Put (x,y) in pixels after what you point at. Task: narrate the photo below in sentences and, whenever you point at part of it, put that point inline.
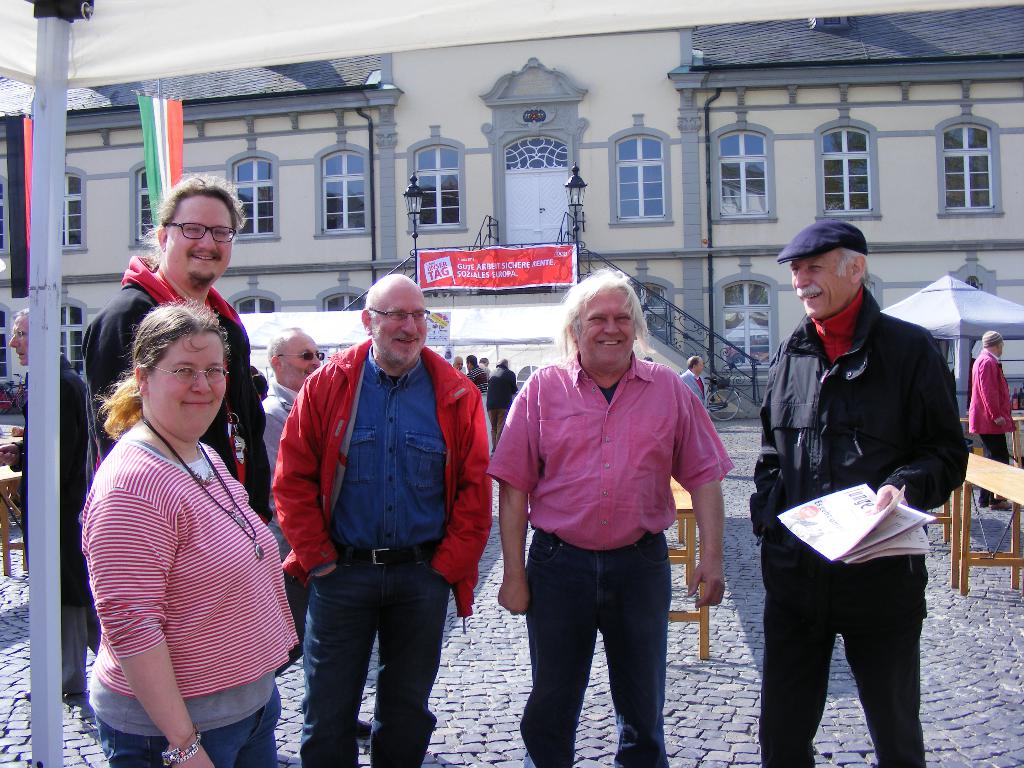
In the picture we can see four men (813,601) and a woman (266,738) standing and smiling, the men (813,585) are wearing a jacket (829,576) and shirts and trousers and one man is holding a newspaper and wearing a cap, which is blue in color and in the background (109,261), we can see a house building (926,151) with windows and railing (491,216) and some lamps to it, and we can also see some people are walking on the path (735,738).
